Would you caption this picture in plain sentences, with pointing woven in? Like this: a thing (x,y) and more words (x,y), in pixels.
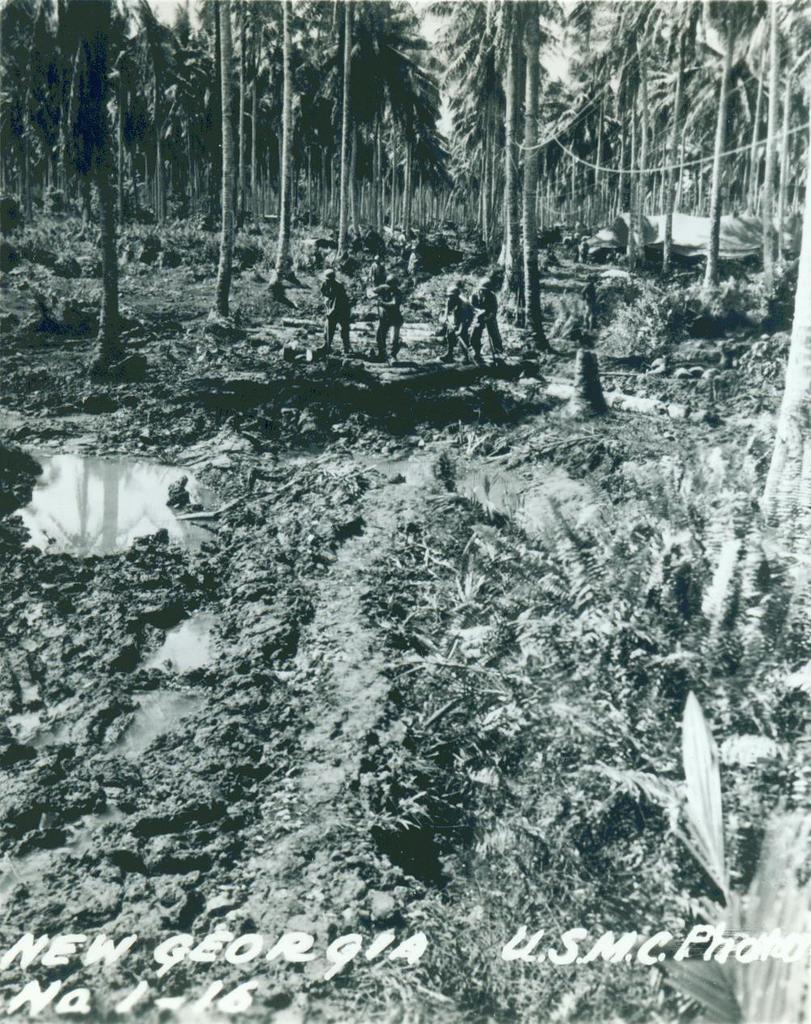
In this picture I can see there are some plants (499,531), trees (522,175), and some people (394,298) standing here and the sky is clear.
